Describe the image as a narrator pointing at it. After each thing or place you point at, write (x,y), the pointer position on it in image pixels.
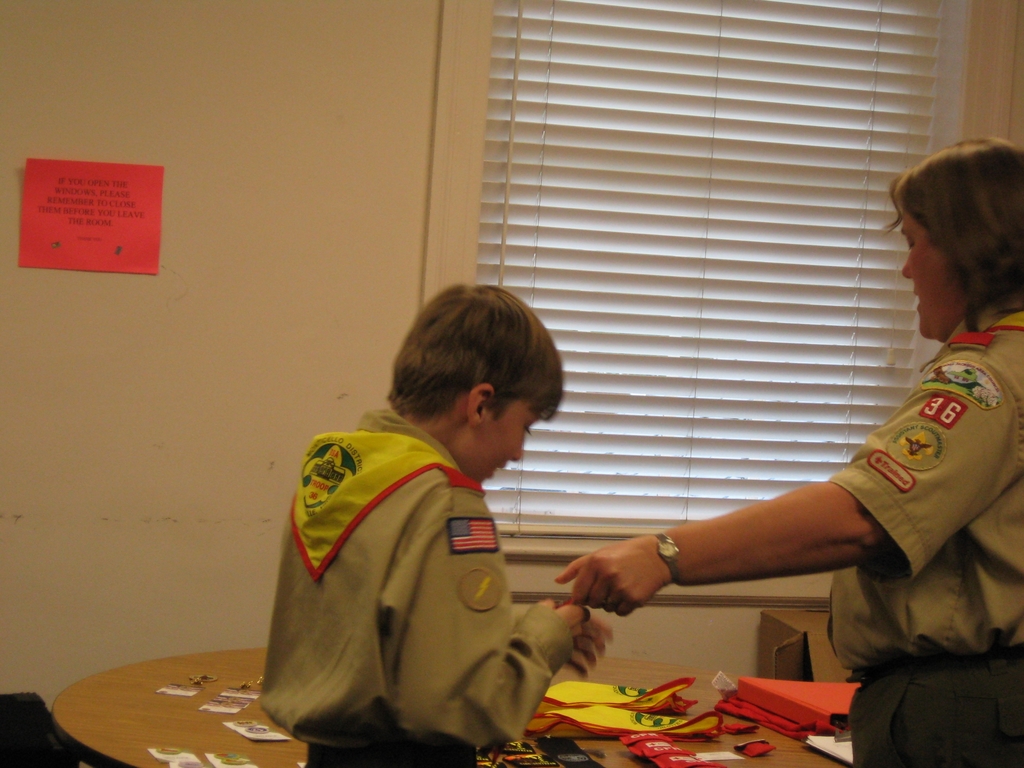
In this image I can see two persons (542,334) on the floor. In the background (232,744) I can see a table (232,744), papers (247,700), wall (358,199) and a window (586,178). This image is taken may be in a room (359,571).
